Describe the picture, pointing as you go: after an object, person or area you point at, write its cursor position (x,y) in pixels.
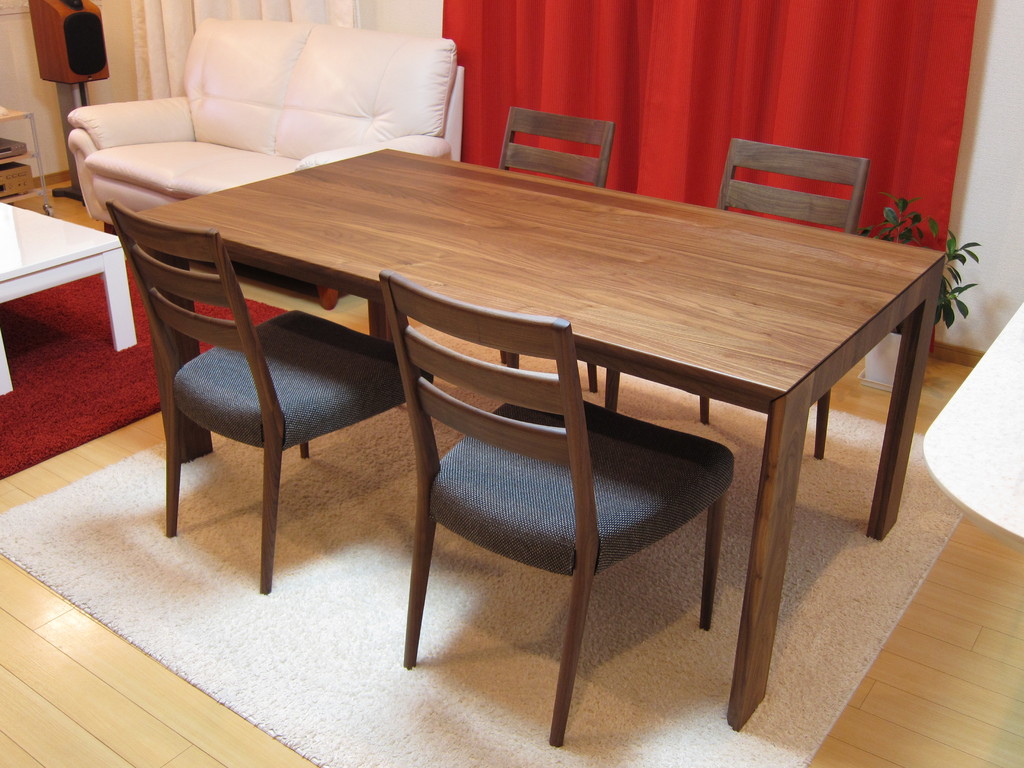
This picture is clicked inside the room (866,405). In the middle of the picture (399,311), we see the table (688,215) and the chairs (518,410). This table (730,393) is on the white carpet (403,552). Beside that, we see a white table (79,272) on the red carpet (105,349). Beside that, we see a white sofa (249,160). In the background (557,58), we see the curtains (530,59) in white and red color. On the left side (23,115), we see a rack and in the left top (52,32), we see a stand (72,11) or an object (59,68) in brown color. On the right side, we see a plant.
